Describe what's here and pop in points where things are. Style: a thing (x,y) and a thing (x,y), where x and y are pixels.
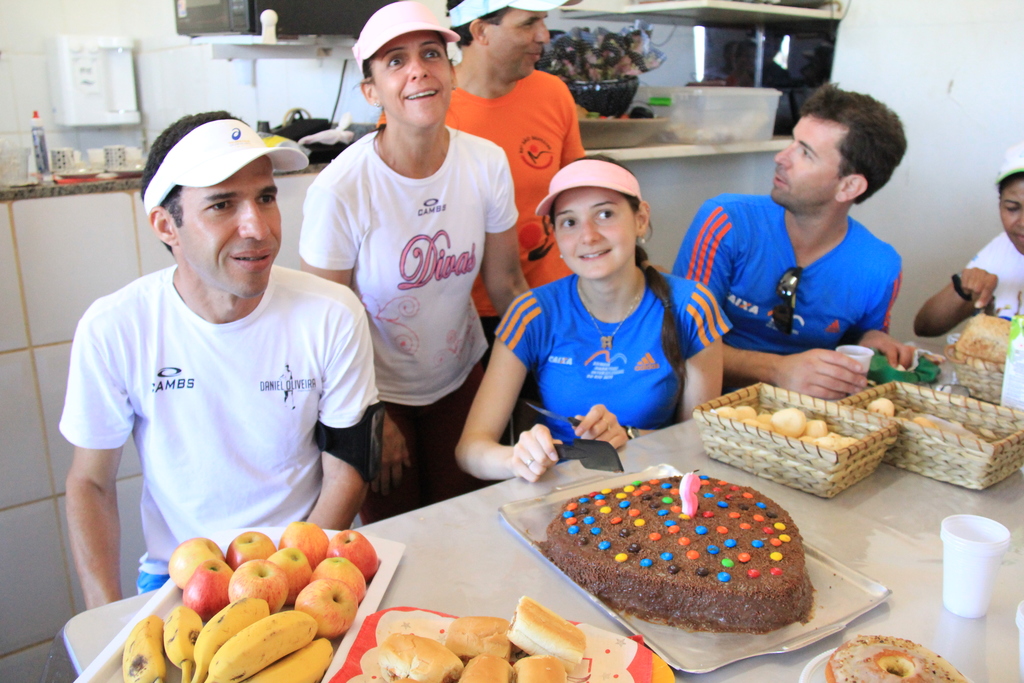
In this image there is a table (861,523). There are food items (647,491) like bananas (189,651), apples (323,603), biscuits (476,630), cake (577,552). There are glasses (963,568). There are trays (390,560). There are people (800,303). There is a counter (34,223) in the background (90,241). There are cups (119,156), bottles (39,150). There are some objects (618,115) and boxes (698,132).
